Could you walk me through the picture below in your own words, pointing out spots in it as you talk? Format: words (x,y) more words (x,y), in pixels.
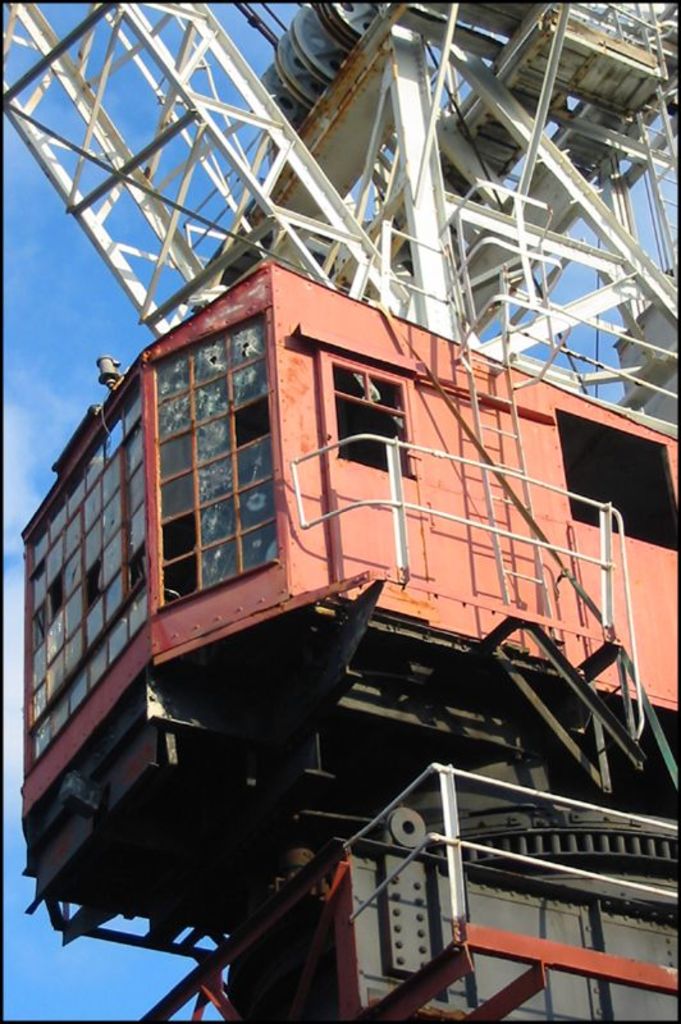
This image in the center (367,658) it might be a vehicle (231,456), and there are some towers (276,219), poles (518,251), objects (519,876), and in the background (239,23) there is sky (8,855).
